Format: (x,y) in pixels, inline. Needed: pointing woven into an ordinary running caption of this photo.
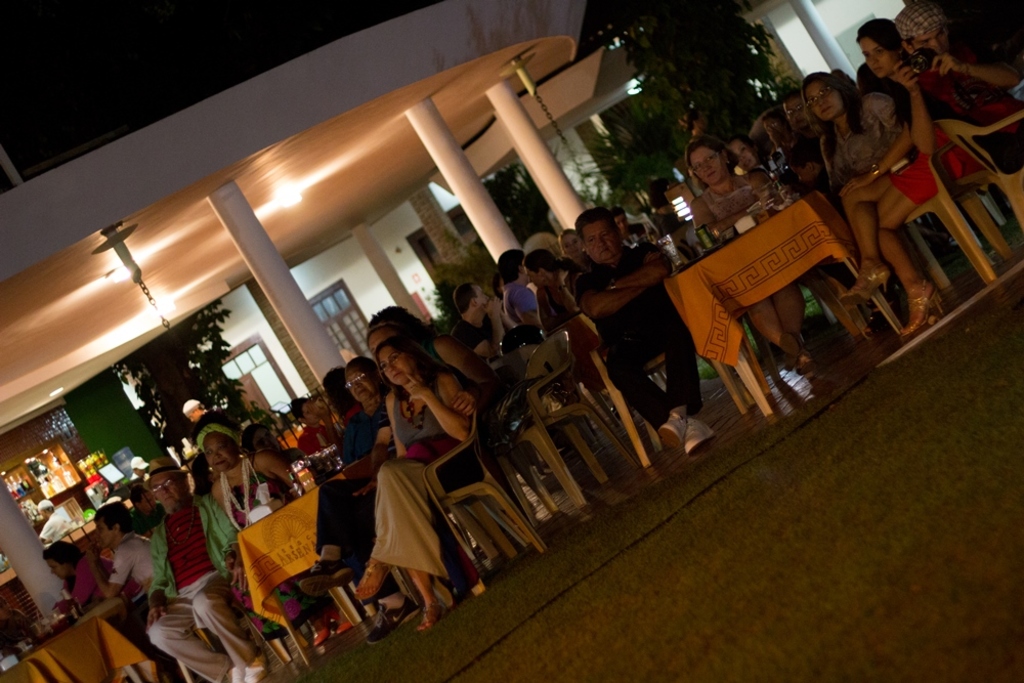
In this picture we can see a group of people (852,79) sitting on chair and in front of them there is table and on table (240,527) we have cloth (303,534), tins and background (197,350) we can see pillars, tree (202,368), wall (363,283), window (356,324), racks (71,471) and bottles (49,486) in it.
